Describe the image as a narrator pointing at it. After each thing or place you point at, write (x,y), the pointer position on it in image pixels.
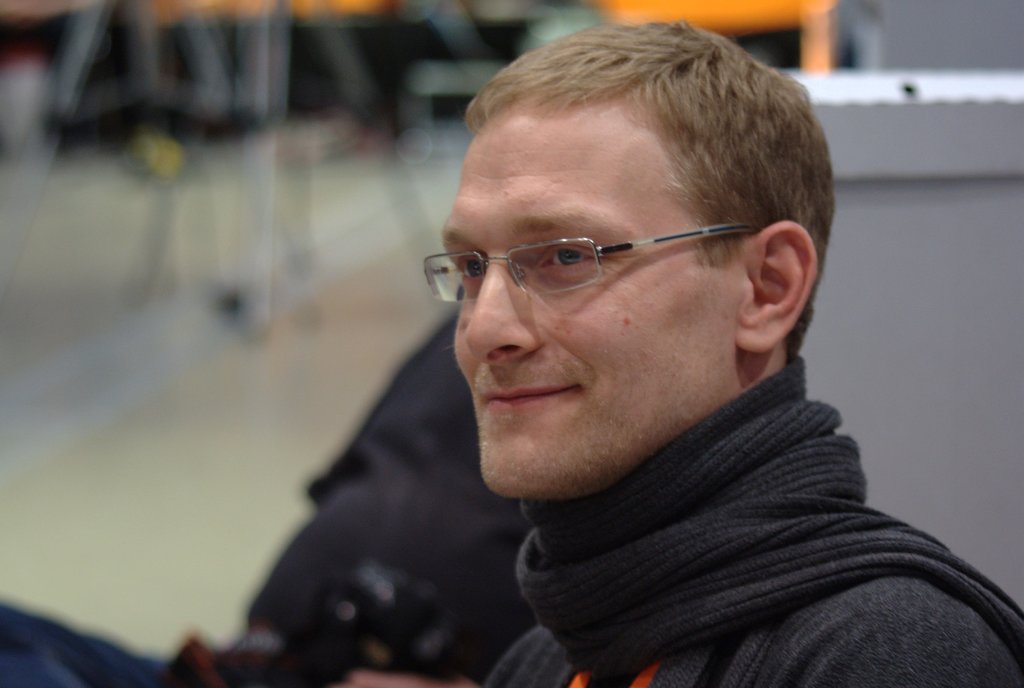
In this picture there is a person (964,635) wearing black dress (911,635) is having spectacles (594,263) and there is another person (383,492) beside him and there are some other objects (416,67) in the background (416,67).
